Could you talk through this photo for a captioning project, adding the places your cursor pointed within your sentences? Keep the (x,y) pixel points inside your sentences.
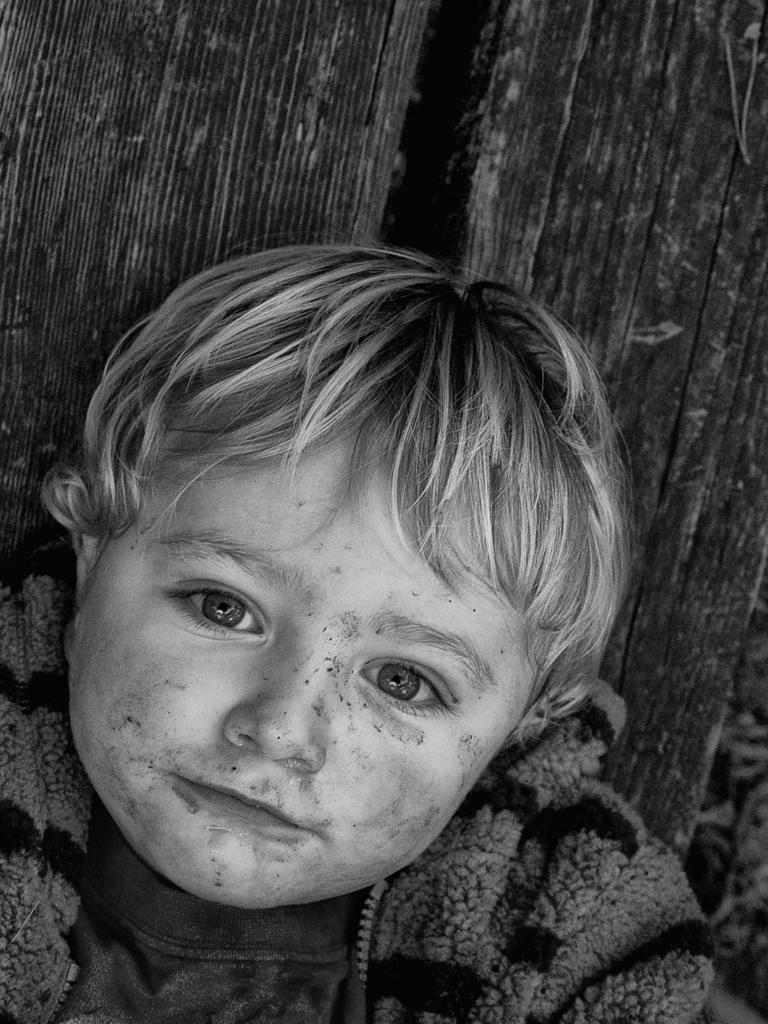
In this image I can see a kid (400,607). And in the background (653,171) there are some objects (571,93).
